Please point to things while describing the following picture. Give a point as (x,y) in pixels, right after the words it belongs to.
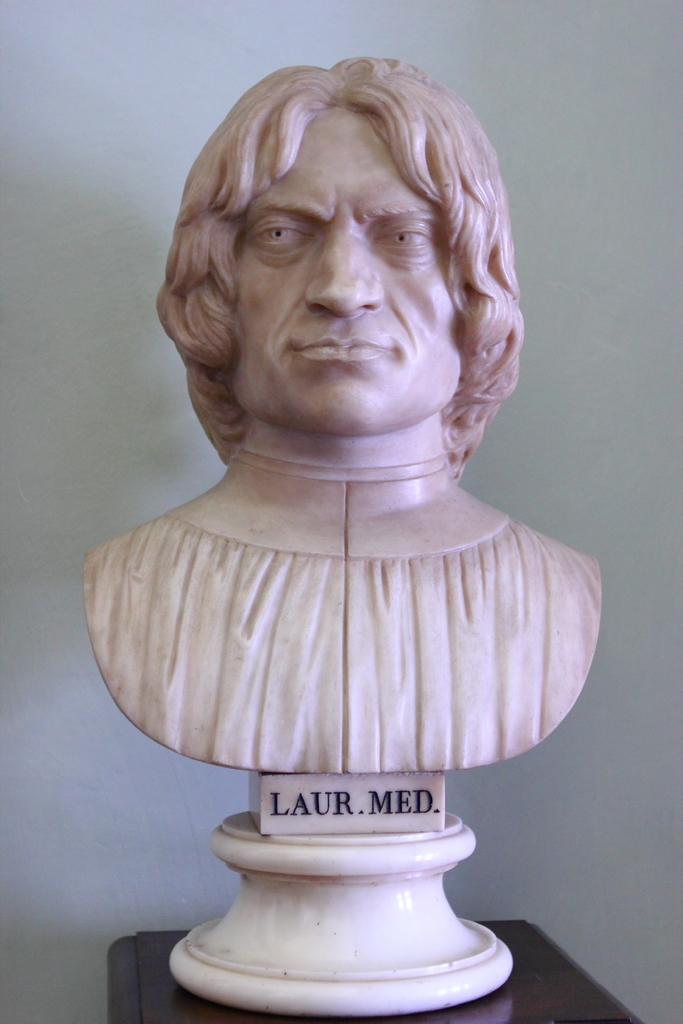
In this image I can see the statue (249,587) of the person (222,679) and I can see the name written on it. It is on the table (139,988). In the back (49,500) I can see the white wall (98,350).
